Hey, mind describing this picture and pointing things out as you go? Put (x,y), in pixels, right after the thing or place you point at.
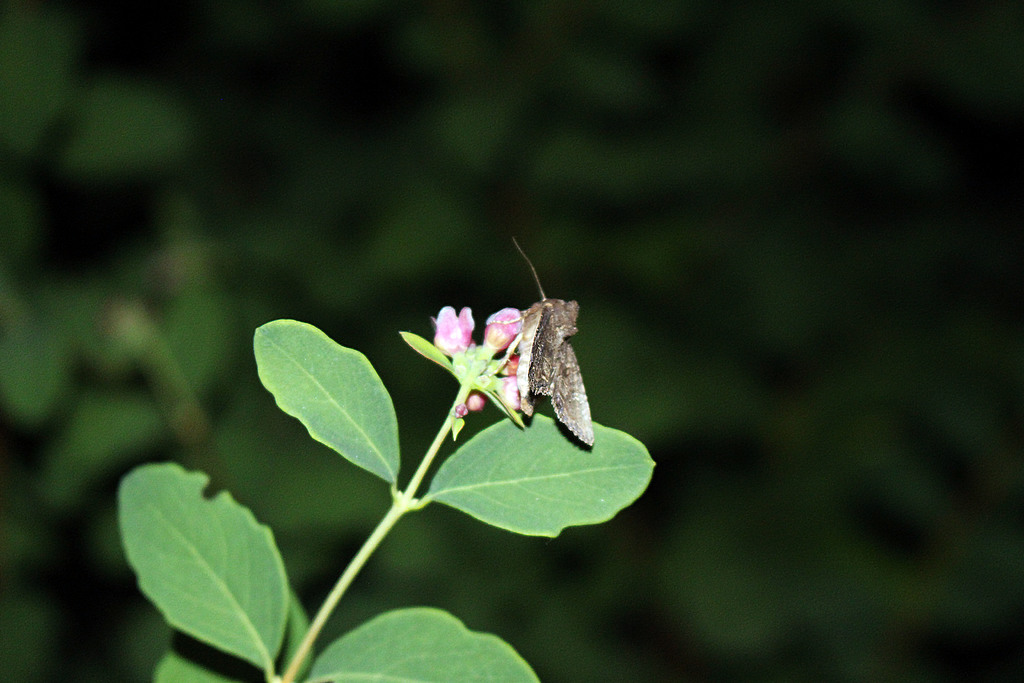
In this picture there is a moth (556,366) in the center of the image (544,363) on a bud (520,395), there is a plant (513,385) in the image and the background (655,276) area of the image is blur.
